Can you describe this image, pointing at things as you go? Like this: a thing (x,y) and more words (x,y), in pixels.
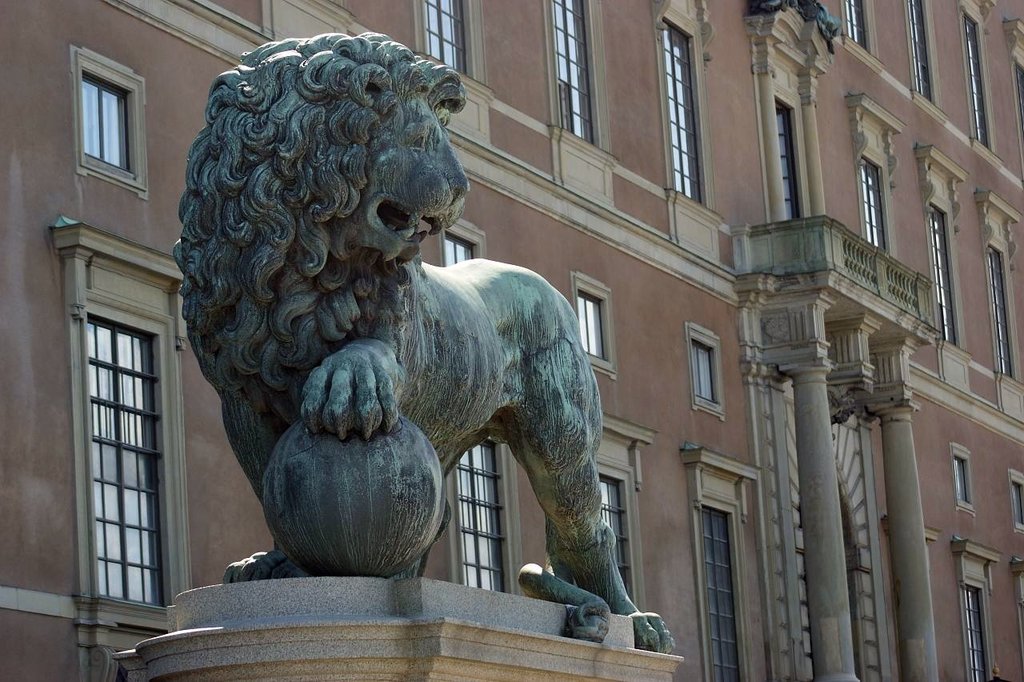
Here there is a lion (258,294), where there is a building (602,388) with the windows (588,307).
